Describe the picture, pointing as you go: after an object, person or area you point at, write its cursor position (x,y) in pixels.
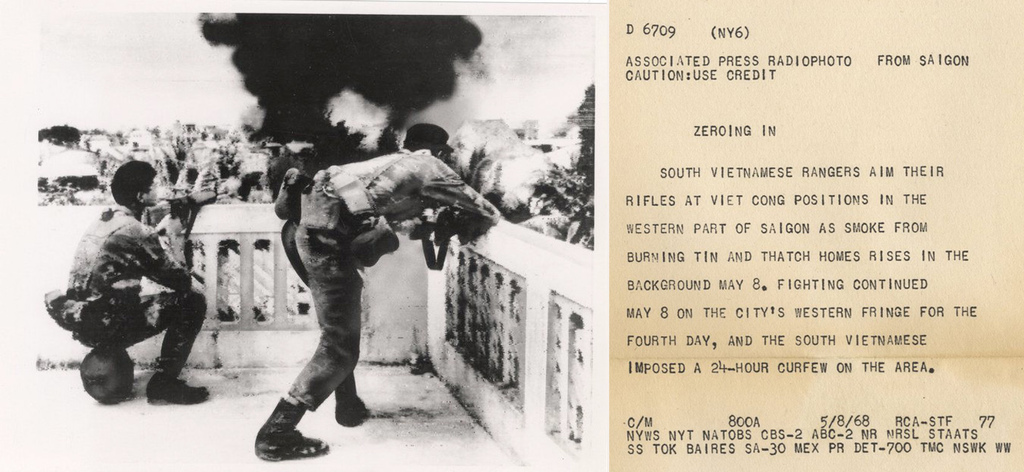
The picture looks like a column in a newspaper. On the right (786,245) there is text (888,342). On the left (181,266) there are two persons (146,311) on a building (276,242). In the background (250,124) towards left (236,143) there are explosions (266,128), trees (183,157), sky (134,92) and other objects (177,139).
